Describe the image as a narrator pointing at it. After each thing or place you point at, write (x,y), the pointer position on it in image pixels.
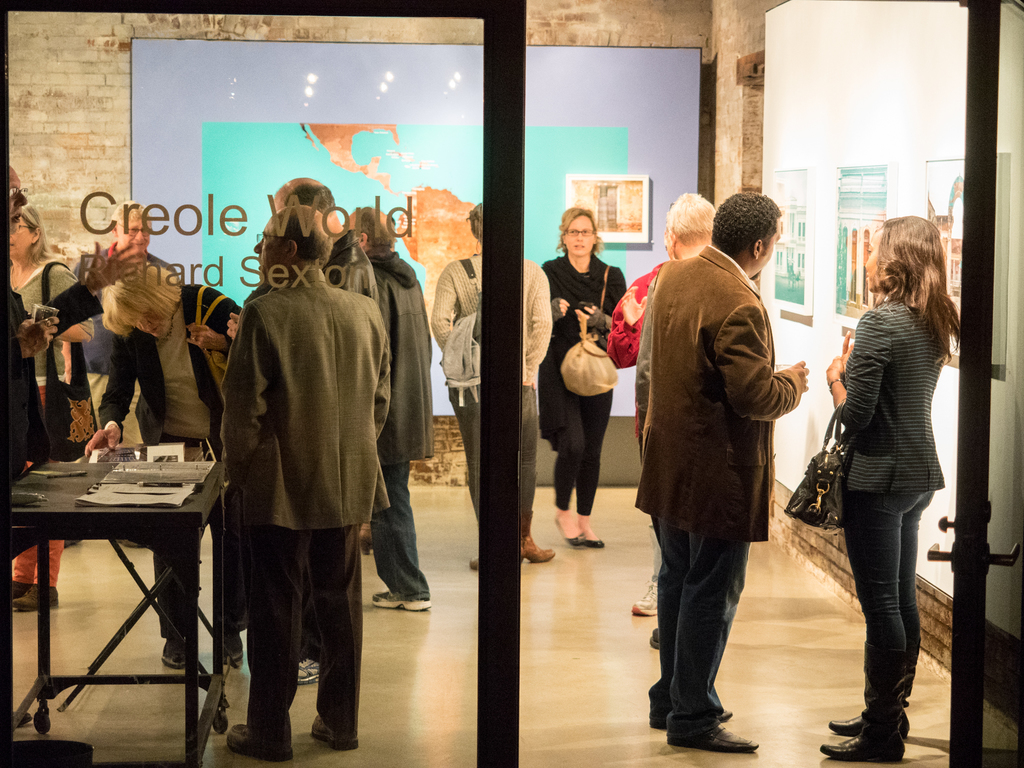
In this image, there are many people (158,290). This image is clicked in a room (449,649). To the left (112,524), there is a table (98,527) on which papers (120,468) are kept. In the front (235,468), the man (301,455) standing is wearing a brown suit (291,521). In the background (260,174), there is a wall (60,48) on which a screen (653,112) is fixed. In the front (1,679), there is a door (976,571). To the right (848,475), there is a woman (864,460) standing and holding a bag (834,504).
